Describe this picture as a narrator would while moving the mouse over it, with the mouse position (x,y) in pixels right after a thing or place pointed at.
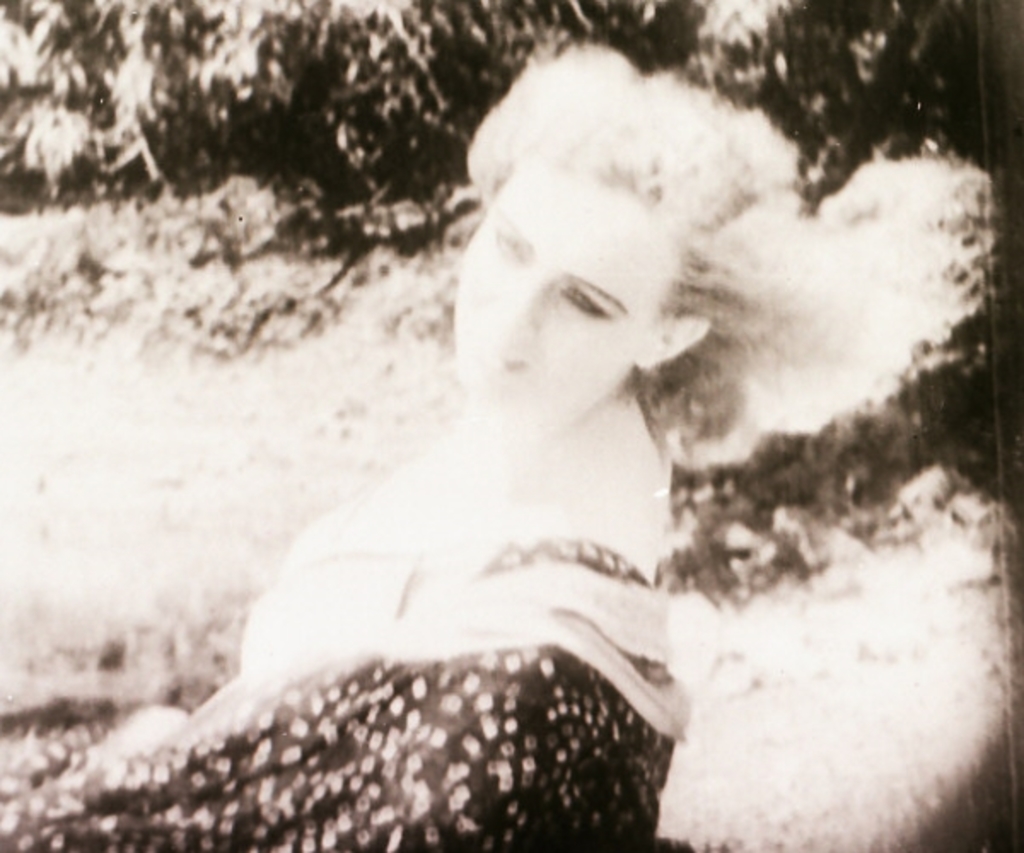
It is a black and white picture. Here we can see a woman (512,678). Background (969,10) we can see trees (341,49) and plants (379,197).
